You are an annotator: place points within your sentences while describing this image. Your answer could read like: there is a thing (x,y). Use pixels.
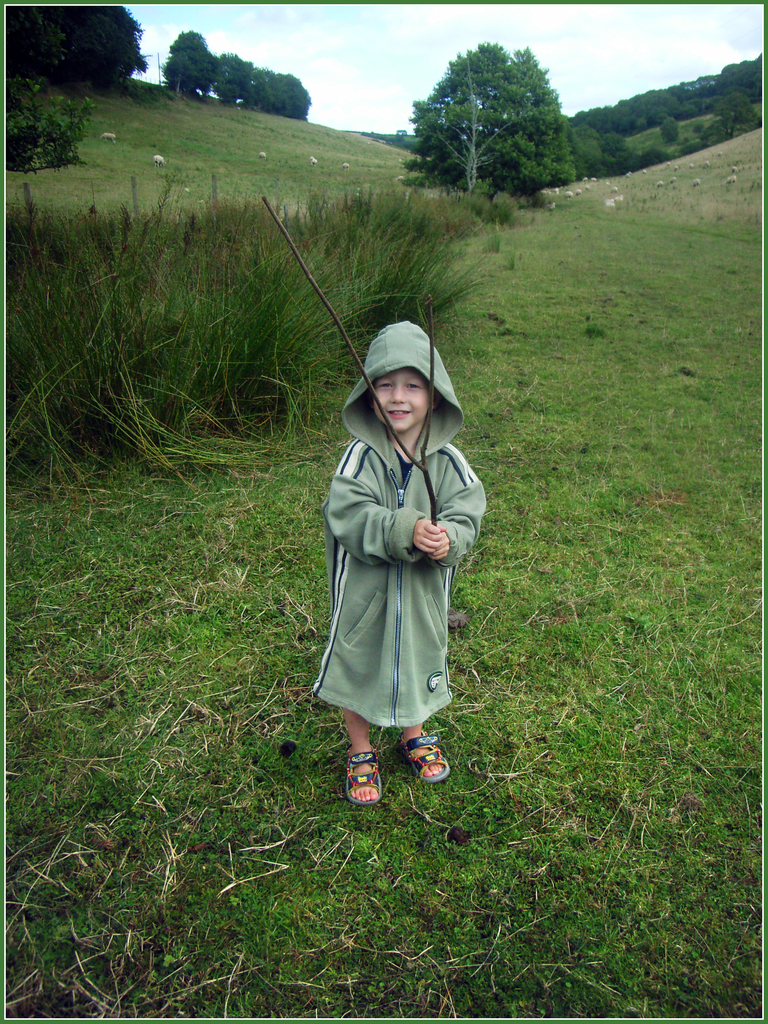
In this picture we can see a kid (438,541) standing here, a kid (415,568) is holding a stick (435,518), at the bottom (588,893) there is grass (547,891), we can see some trees (537,108) in the background (653,121), there is the sky (561,77) at the top of the picture (523,21).
